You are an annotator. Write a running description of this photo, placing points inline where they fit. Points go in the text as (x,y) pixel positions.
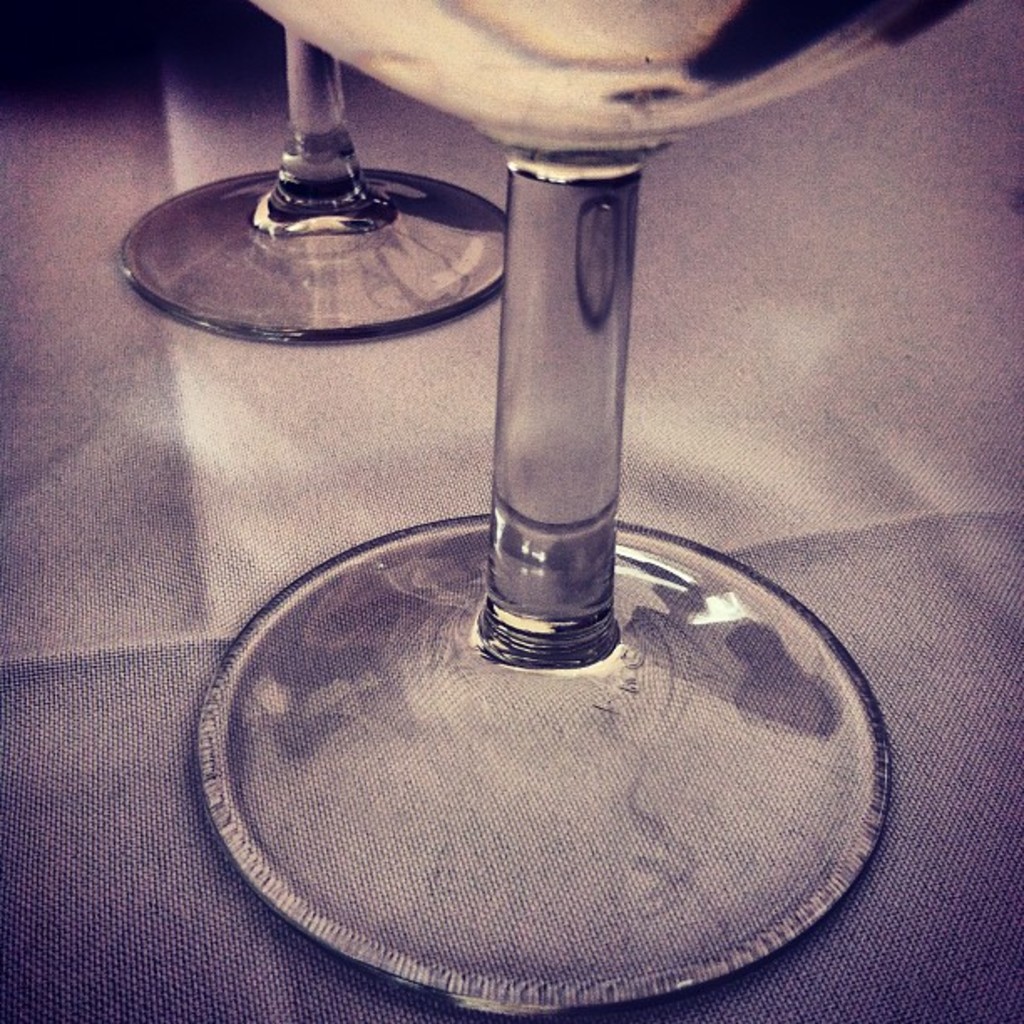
In this image I can see two wine glasses (501,624) on the surface (692,316) and I can see the black colored shade (186,72) on the top of the image (189,27).
